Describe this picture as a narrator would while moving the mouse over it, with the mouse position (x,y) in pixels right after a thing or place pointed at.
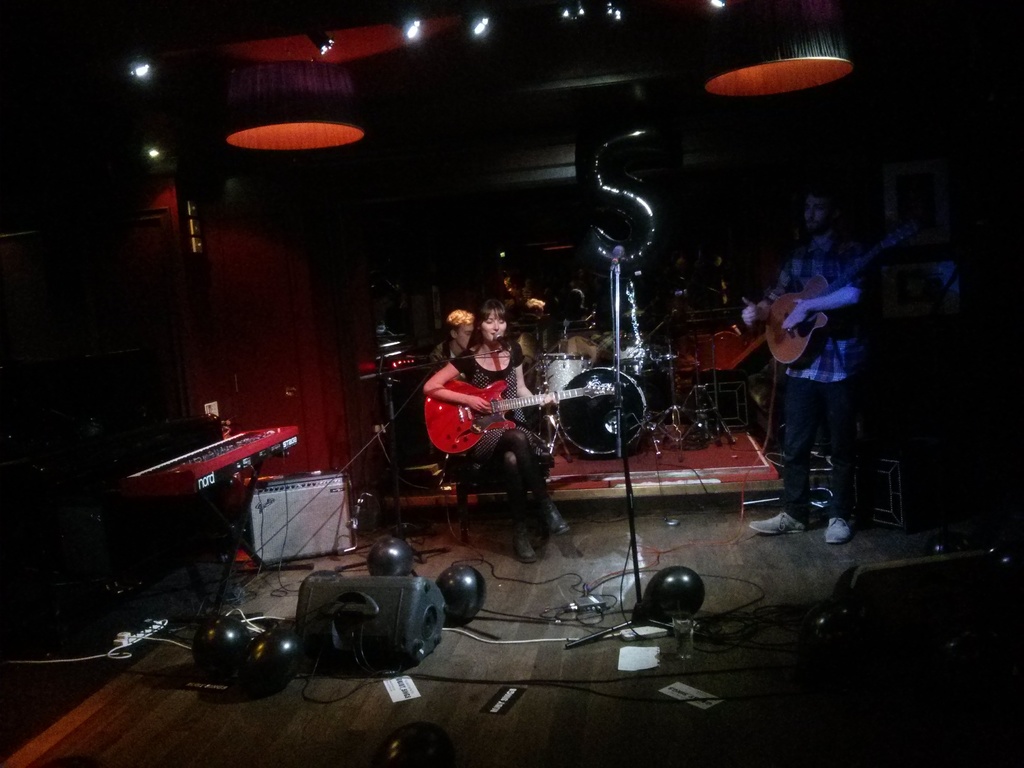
Here there are few people (505,353) on the stage (549,460) performing by playing musical instruments (450,416) and in front of them we can see mic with stand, musical instruments (228,460), speaker (301,524), cables (423,673) and on the roof top (657,59) there are lights (729,84).
